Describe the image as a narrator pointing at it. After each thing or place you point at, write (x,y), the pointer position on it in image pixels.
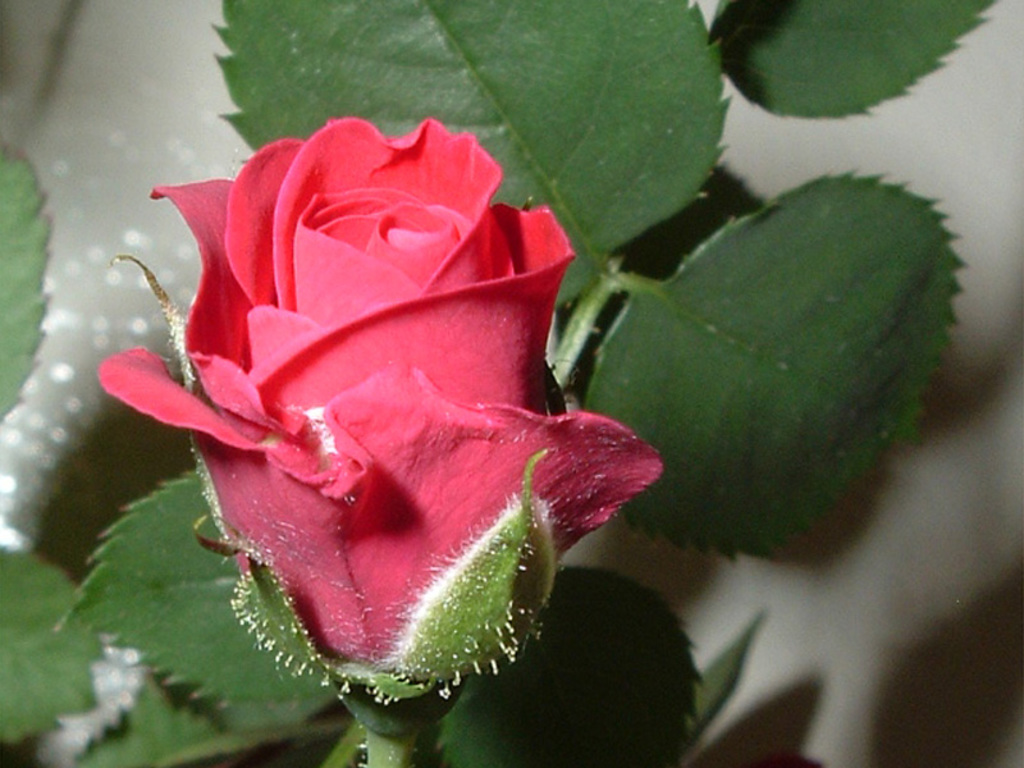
In the center of the image (491,301), we can see a rose flower (486,517) and in the background (505,115), there are leaves (662,281).
